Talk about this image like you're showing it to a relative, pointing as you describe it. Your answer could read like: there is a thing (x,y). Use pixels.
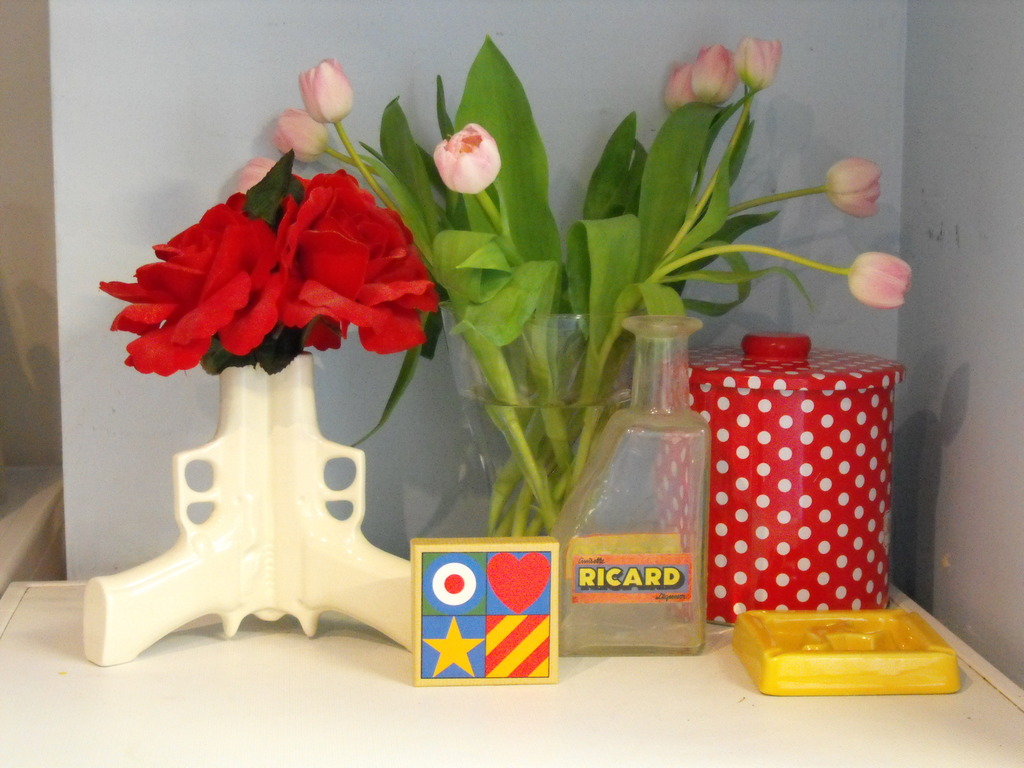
In this image, we can see flowers vases (308,192), a bottle (641,467), a jar (798,517), a box (776,630) and a board (470,621) are on the table (610,722). In the background (361,59), there is a wall (893,223).
